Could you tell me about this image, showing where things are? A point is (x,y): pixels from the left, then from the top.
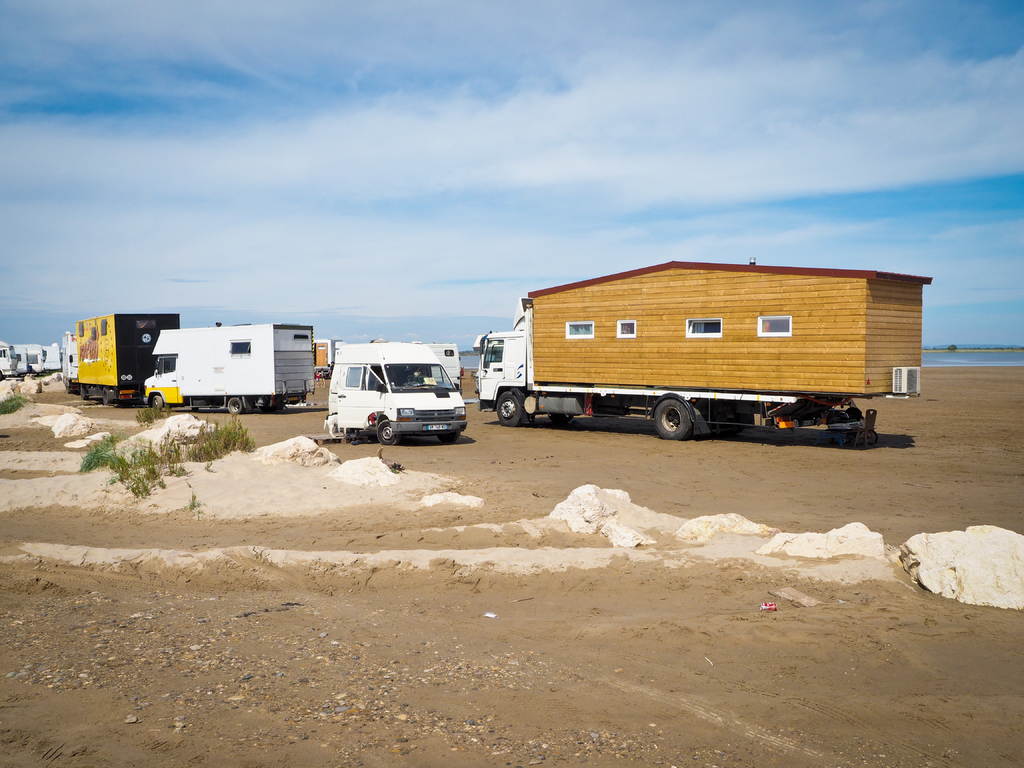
In this image, we can see few vehicles (657,409) are on the ground (780,448). Here we can see stones (979,591), plants (118,470). Background (251,212) there is a sky (462,150).
